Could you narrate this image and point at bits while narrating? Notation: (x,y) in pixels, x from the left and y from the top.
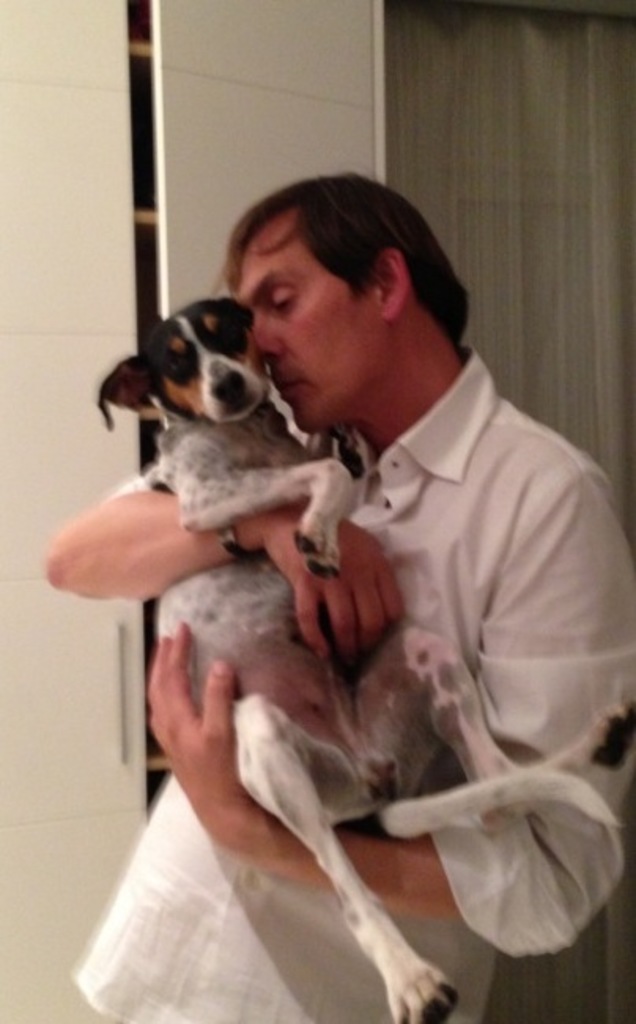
In the middle of the image (296,660) a man (541,685) is holding a dog (168,355), Behind him there is a cupboard (199,95).
